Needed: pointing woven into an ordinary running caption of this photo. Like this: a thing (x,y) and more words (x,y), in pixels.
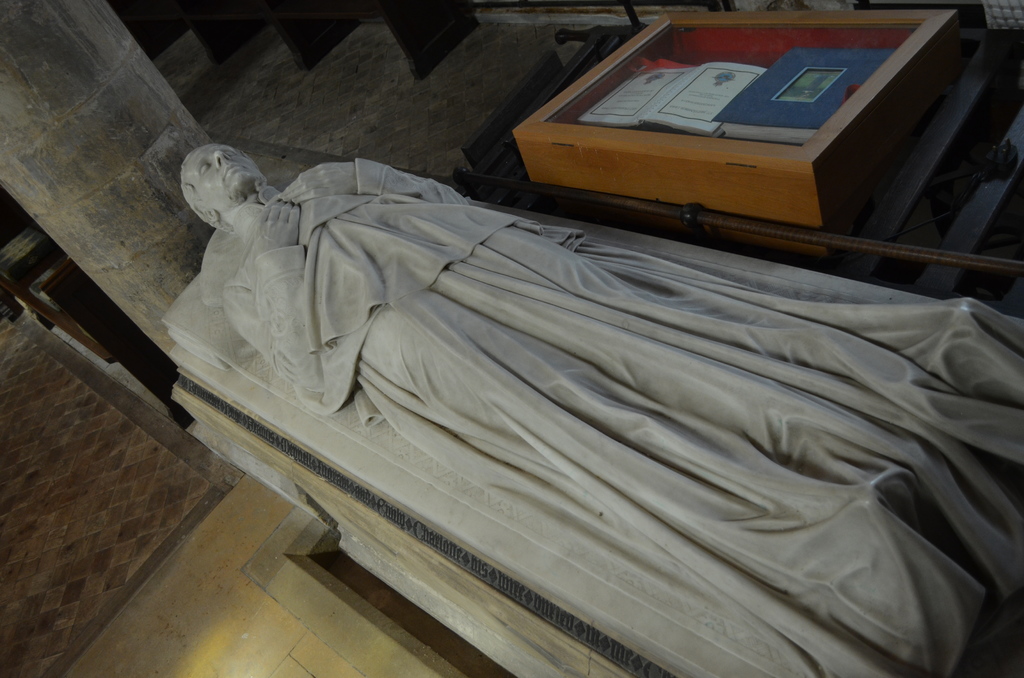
In this picture we can see a statue (288,386) of a person (197,195), pillar (126,253), books (734,98) in a box (858,169) and some objects (292,49).
